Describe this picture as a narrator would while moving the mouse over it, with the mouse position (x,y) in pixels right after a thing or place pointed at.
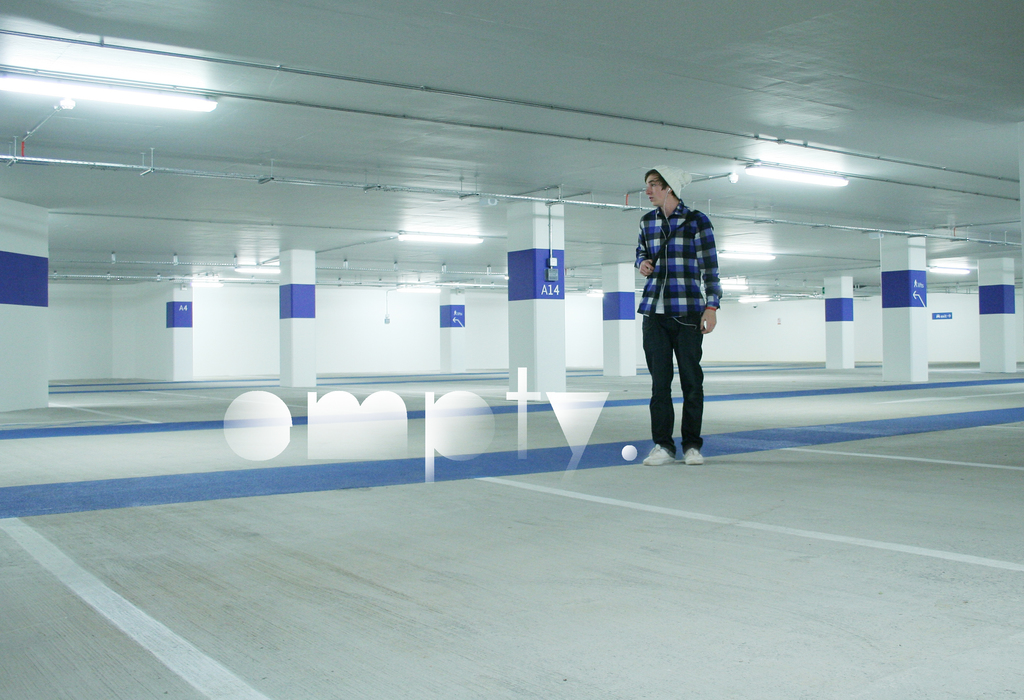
In this image, we can see a person (673,326) standing. We can also see the ground (697,516). We can see the wall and the roof (592,244) with some lights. We can see some pillars (554,354) with text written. We can also see a watermark (559,401) on the image.
